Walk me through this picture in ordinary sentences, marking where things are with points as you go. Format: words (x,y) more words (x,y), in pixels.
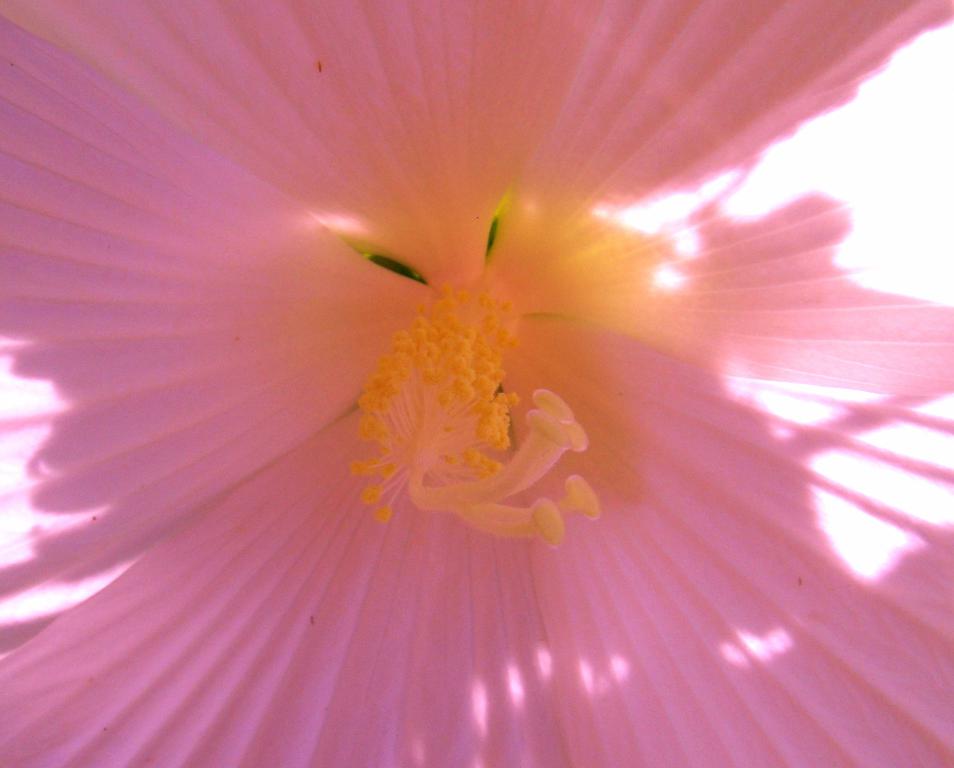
This is a zoomed image of a flower (302,359).
